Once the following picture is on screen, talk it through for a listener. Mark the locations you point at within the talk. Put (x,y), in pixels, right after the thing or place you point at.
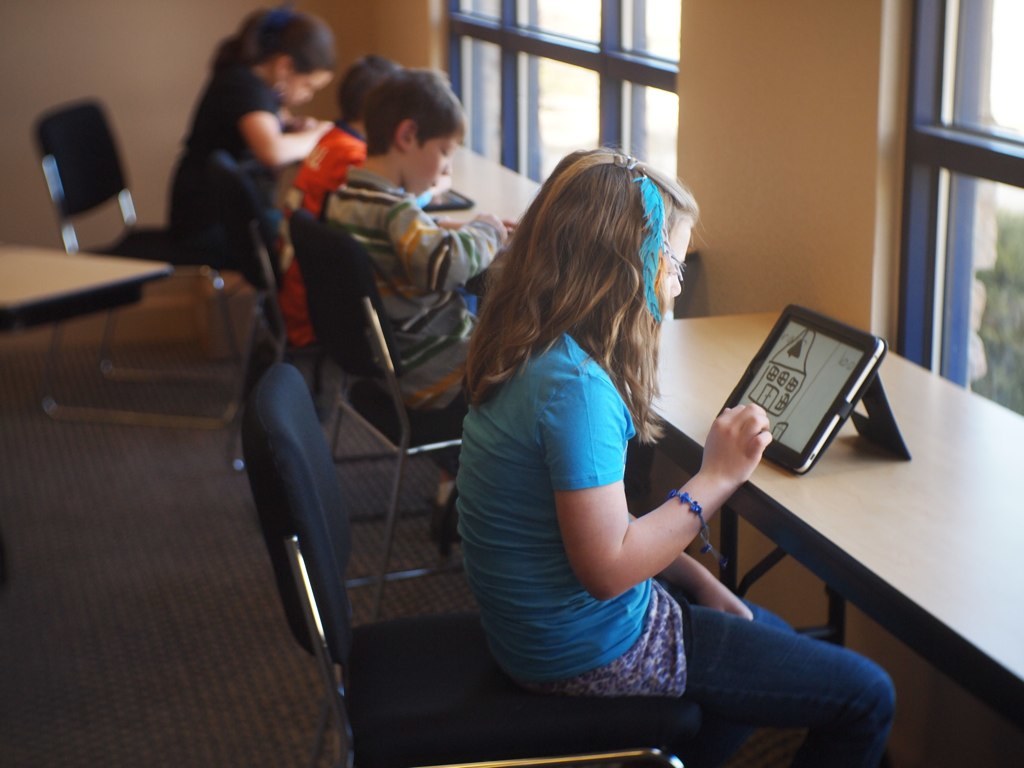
there is a room (634,112) in room (373,48) 4 children (563,440) are present and all of them are holding the tablet mobile (774,369) and in front of children (596,372) there are 2 tables (943,479) are present in they all are sitting on chair (470,722) and behind the children (190,231) there is table (88,280) and chair (163,244) are present.
